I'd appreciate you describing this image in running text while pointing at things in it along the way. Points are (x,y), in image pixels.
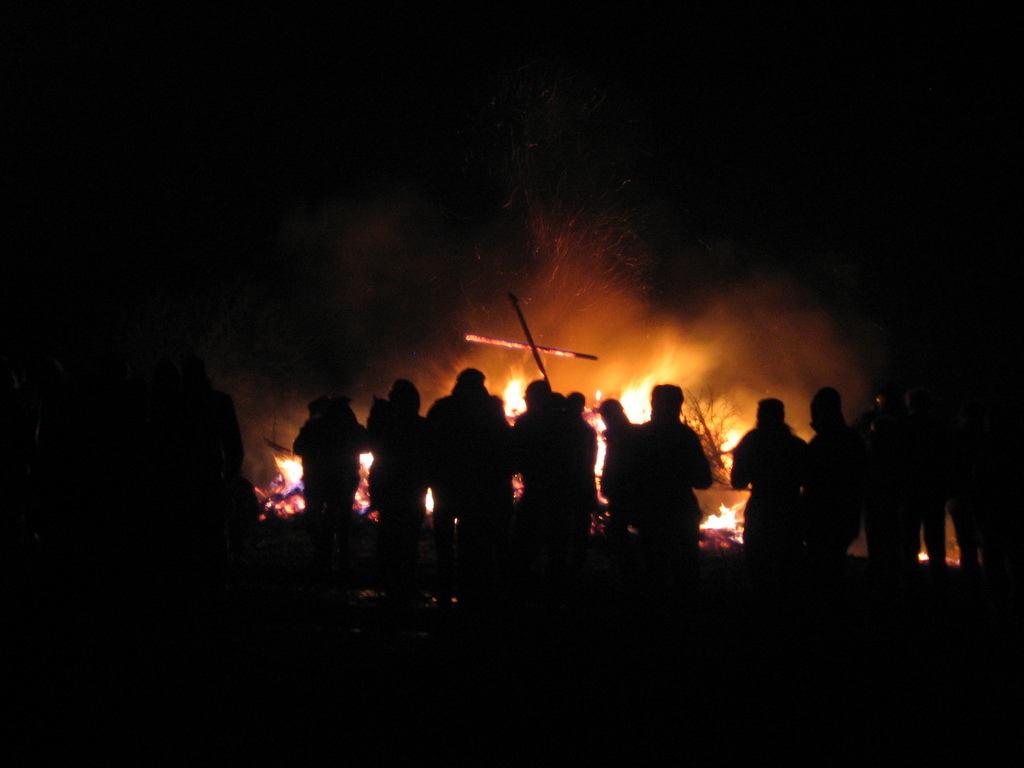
In this picture I can see group of people (524,484) standing, there is fire (635,419) behind the people (692,479), and there is dark background (925,148).
